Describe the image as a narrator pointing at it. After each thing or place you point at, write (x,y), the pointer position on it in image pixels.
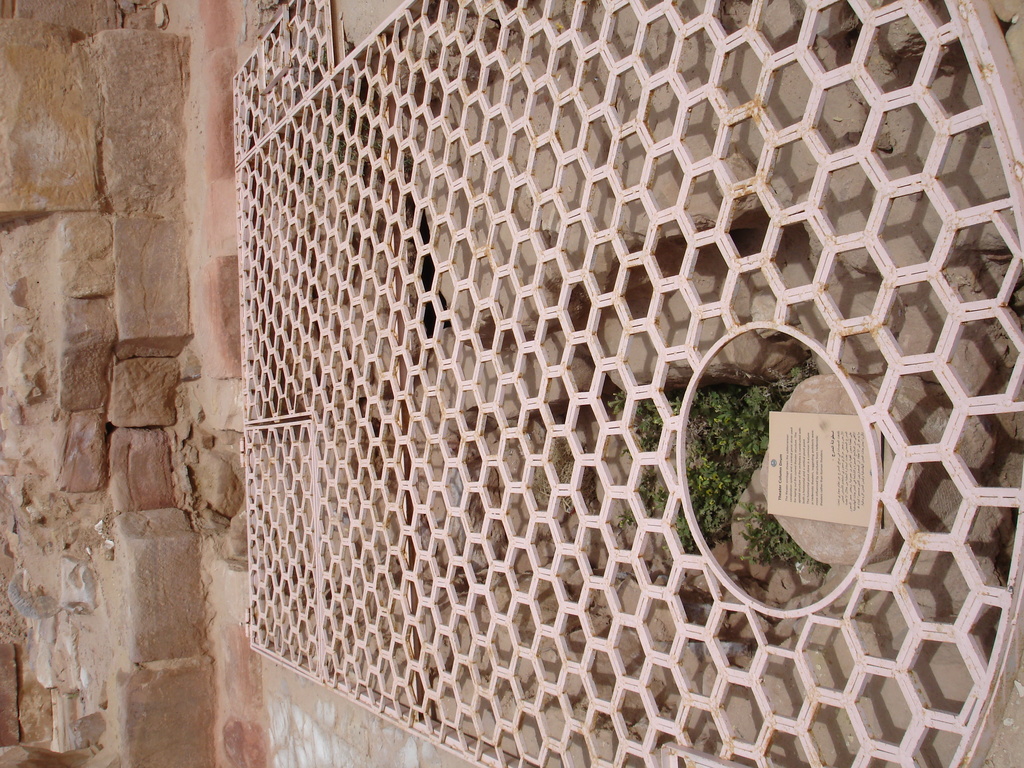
In this picture there is a big metal grill (960,723) on the right side (748,672). In the front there is a stone wall (98,559).
